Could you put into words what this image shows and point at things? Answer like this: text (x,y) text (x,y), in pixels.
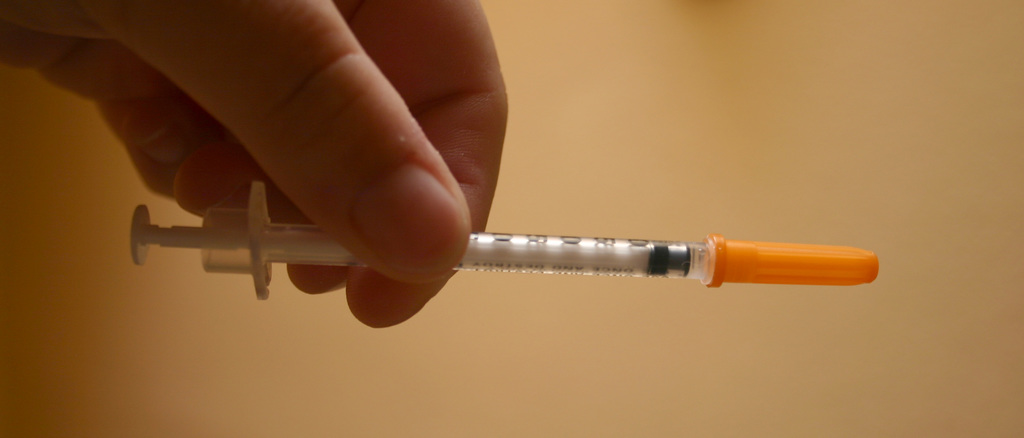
In this picture we can see someone (197,45) holding an unopened injection (704,245). The cap (721,244) is of orange color.
